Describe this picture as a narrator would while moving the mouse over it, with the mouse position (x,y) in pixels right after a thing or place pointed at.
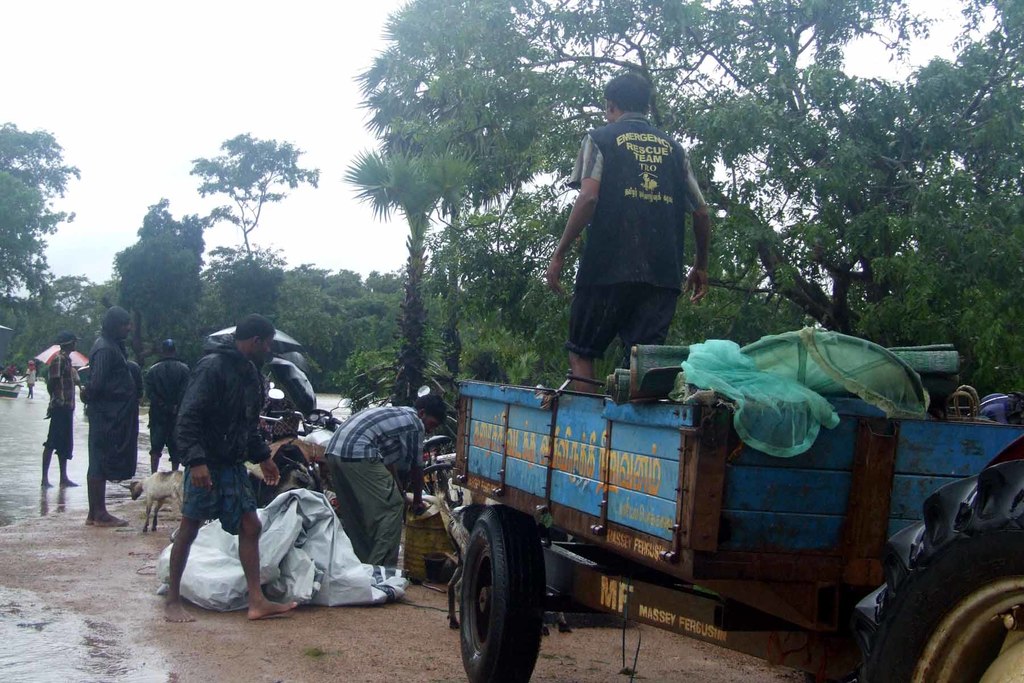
In this picture I can see there is a truck (698,506) at right side (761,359) and there are few objects (754,364) placed in the truck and there is a man (623,310) standing in the truck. There are few more objects (293,471) placed on the floor (167,522) and there are a few people (223,422) standing at left (208,434) and there are trees (20,367) and the sky (146,41) is cloudy.
